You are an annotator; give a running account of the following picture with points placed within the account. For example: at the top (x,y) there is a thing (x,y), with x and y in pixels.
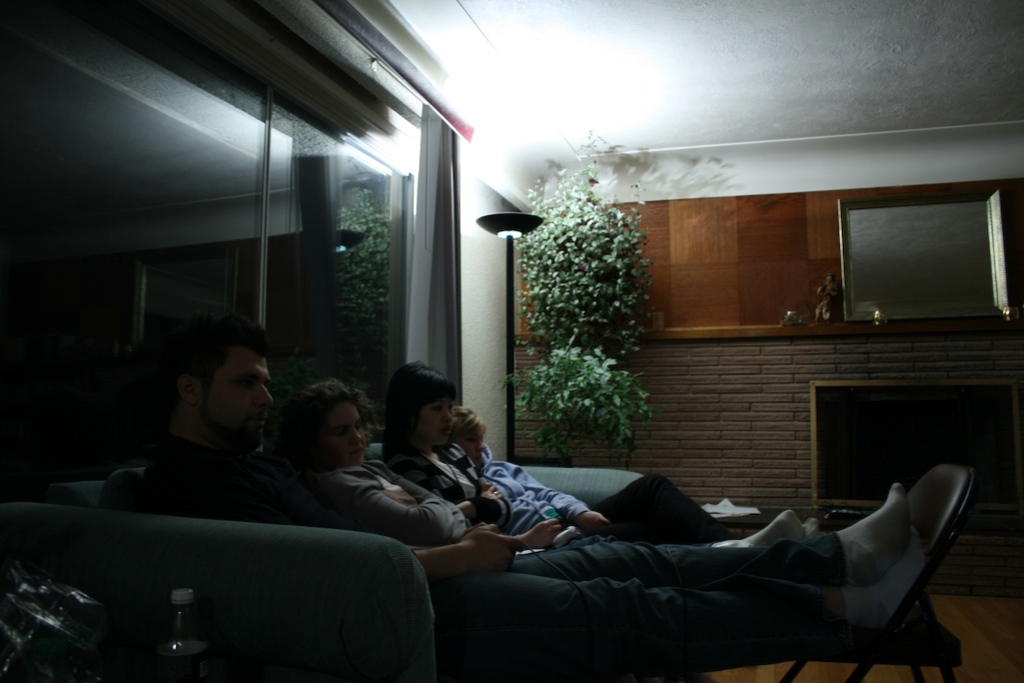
In this picture we can see four people (458,442) sitting on sofa (377,556) keeping their legs (718,593) on chair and beside to them we have bottle (196,628), lamp stand (497,224), plant (543,292), wall (656,341) and in background (372,194) we can see window (294,222).
